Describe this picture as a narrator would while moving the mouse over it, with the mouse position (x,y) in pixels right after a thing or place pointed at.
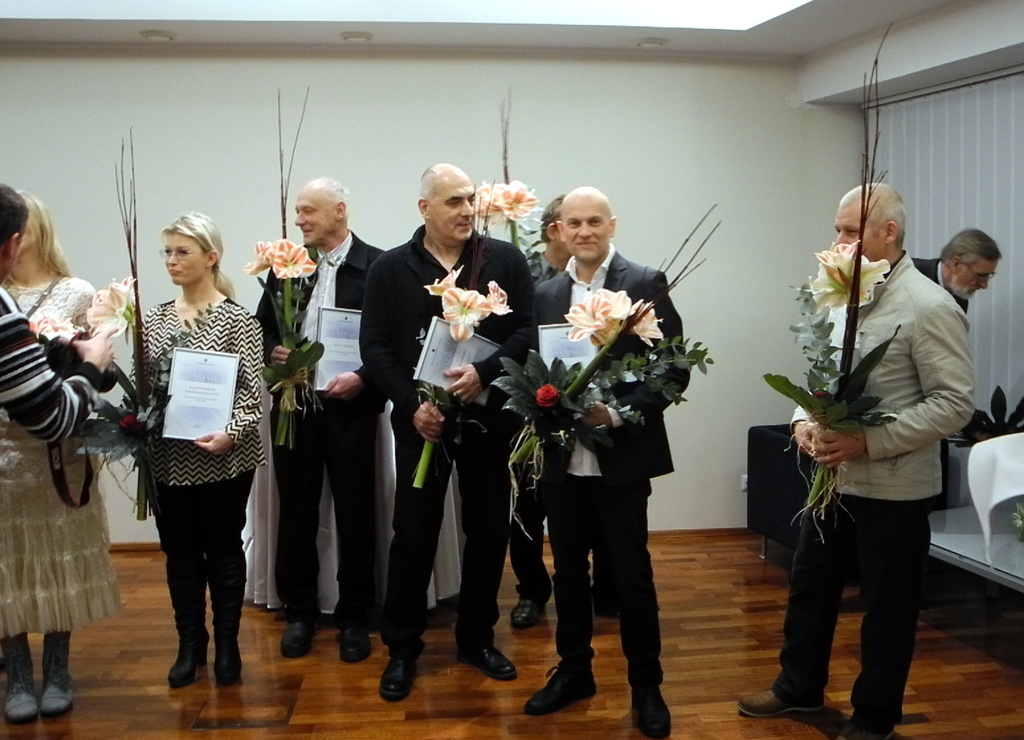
In this picture we can see flowers (113,318), leaves (111,409), frames (183,420), camera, chair (770,428), tables (978,554), white cloth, curtain (957,170) and some objects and a group of people (891,298) standing on the floor (334,642) and in the background (484,69) we can see the wall (364,127).
